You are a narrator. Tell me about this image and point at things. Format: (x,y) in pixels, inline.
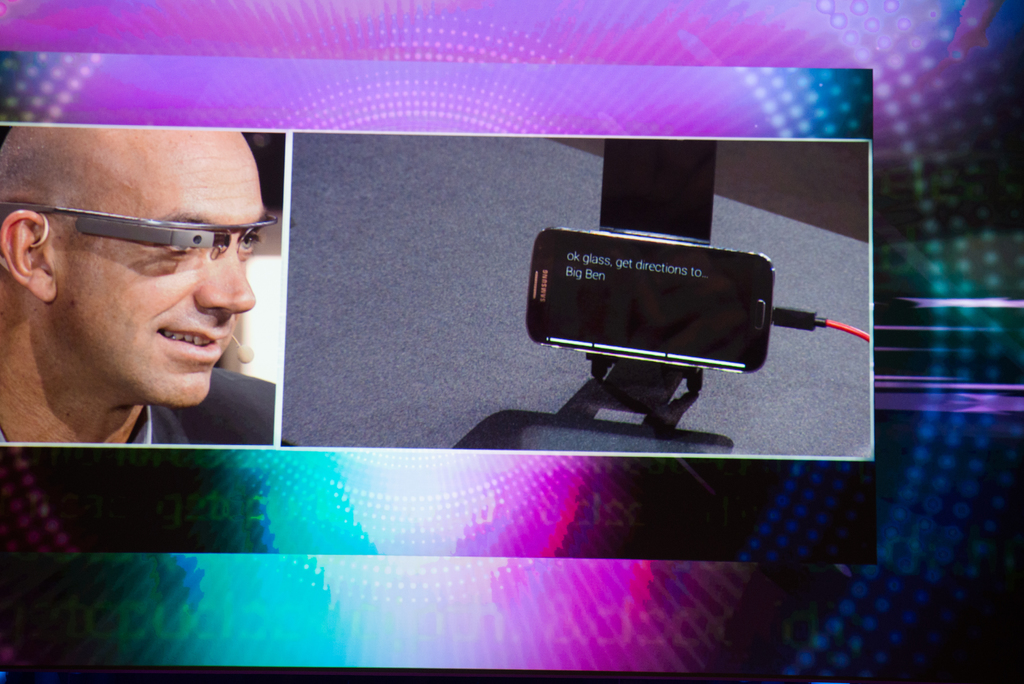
This is an edited picture. In this image there is a man (204,271). On the right side of the image (706,310) there is a phone (611,297) and there is text (618,269) on the screen (557,240). At the bottom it looks like a table (412,408). In the background (10,500) there are multiple colors.
